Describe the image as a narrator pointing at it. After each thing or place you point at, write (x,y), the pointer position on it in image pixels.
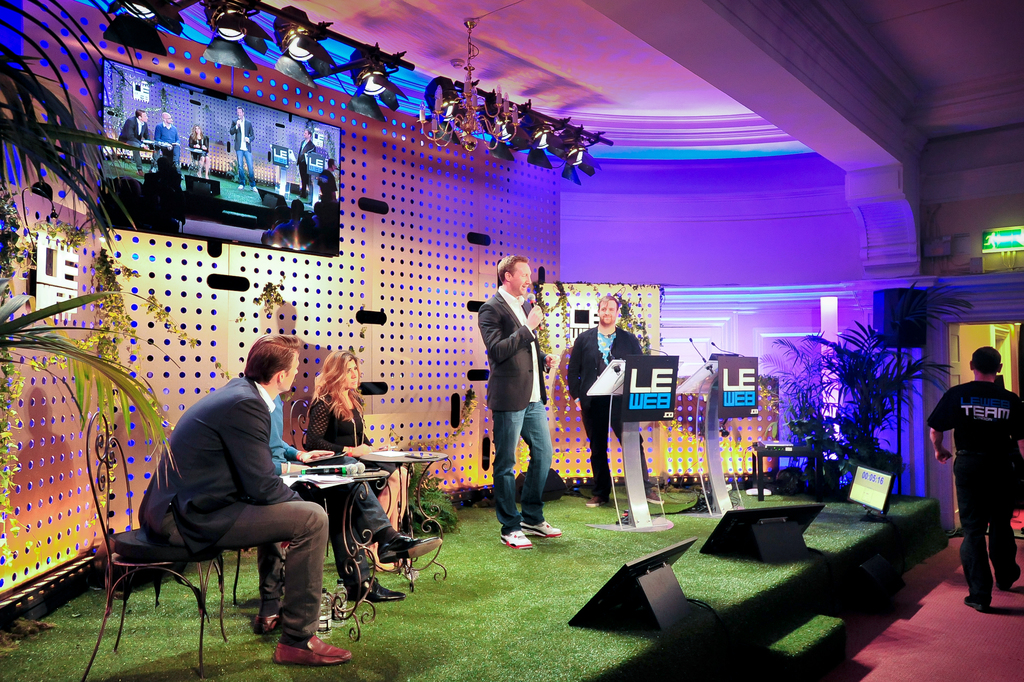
In the middle (509,318) a man (500,383) is standing and talking in the microphone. He wore coat (503,374), on the left side (303,436) few people (315,440) are sitting on the chairs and this is the television (268,244) on the wall (252,258).
